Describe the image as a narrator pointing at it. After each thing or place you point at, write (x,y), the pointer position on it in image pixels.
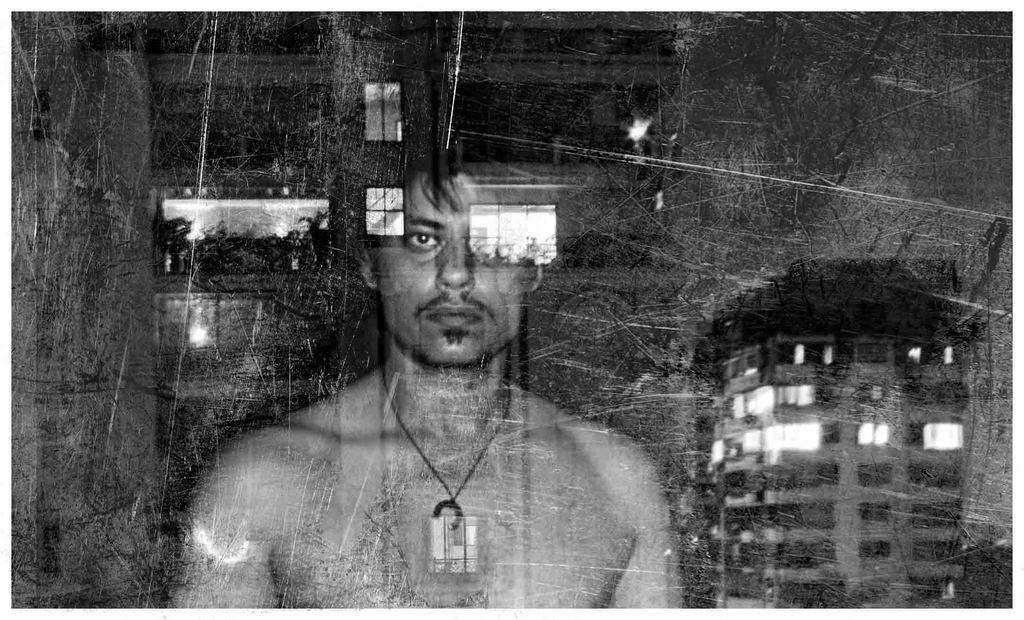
In this picture we can see a glass (492,575). Through this glass (170,379), we can see a person (429,517), buildings (278,324) and plants (206,273) in the background (958,437).
